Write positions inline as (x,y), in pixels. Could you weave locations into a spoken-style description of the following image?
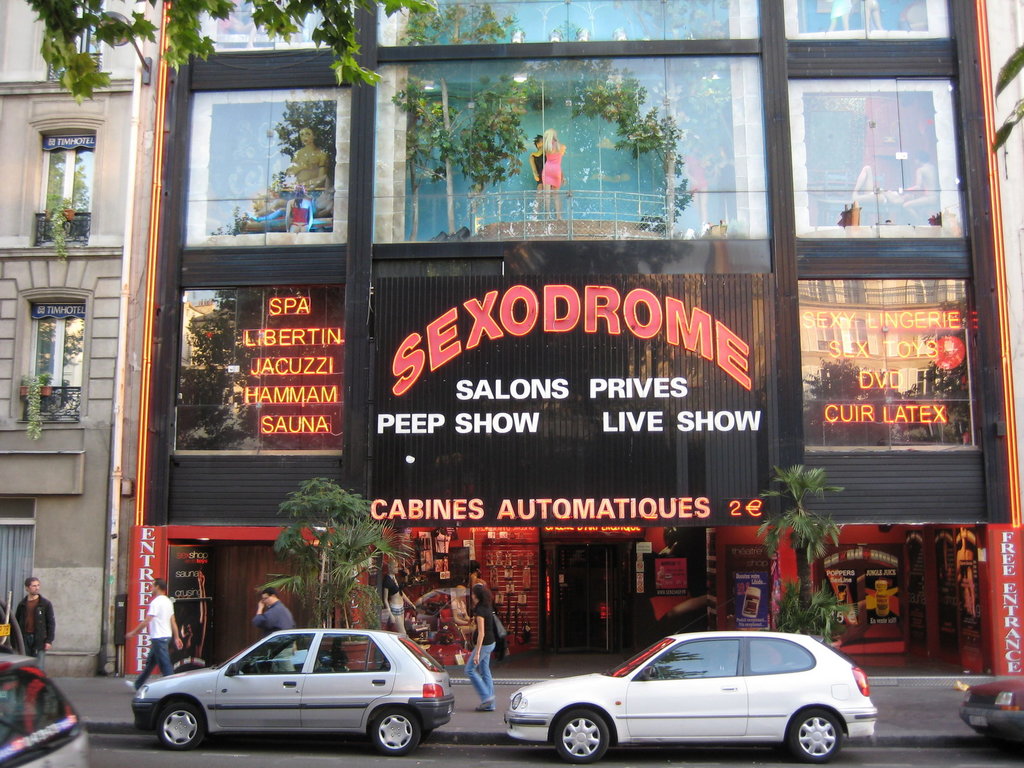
In this image, in the middle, we can see two cars (362,664) which are parked on the road (830,762). On the right side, we can see the front side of a car (1023,736) which is on the road (1004,760). On the left side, we can also see the back side (4,661) of the car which is on the road (145,767). In the background (50,614), we can see a group of people (30,615) walking on the footpath (112,708), trees (824,599), building (106,375), glass window (947,232), board (729,441), on the board (654,482), we can see some text (468,401) is written on it, balcony (24,414). At the bottom (483,723), we can see footpath (453,725) and a road (360,740).
